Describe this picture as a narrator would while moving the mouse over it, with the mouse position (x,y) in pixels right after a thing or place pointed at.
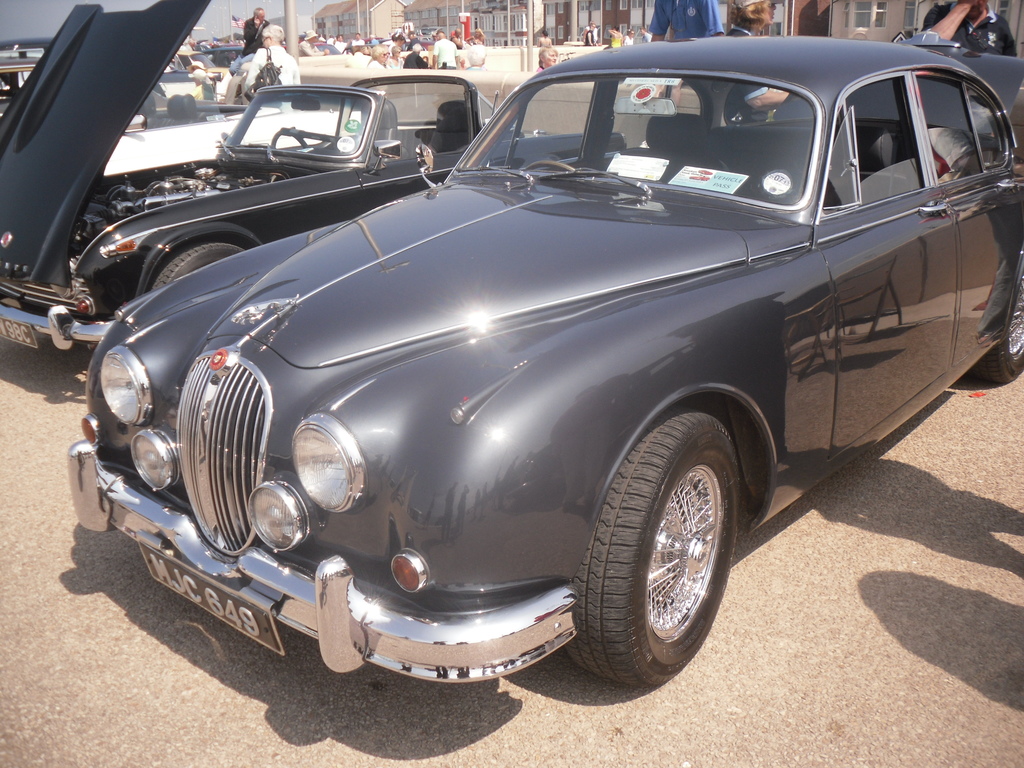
In this image, we can see vehicles (676,460) on the road (831,621) and in the background (547,6), there are people (703,17), buildings (426,5) and poles (508,33).
